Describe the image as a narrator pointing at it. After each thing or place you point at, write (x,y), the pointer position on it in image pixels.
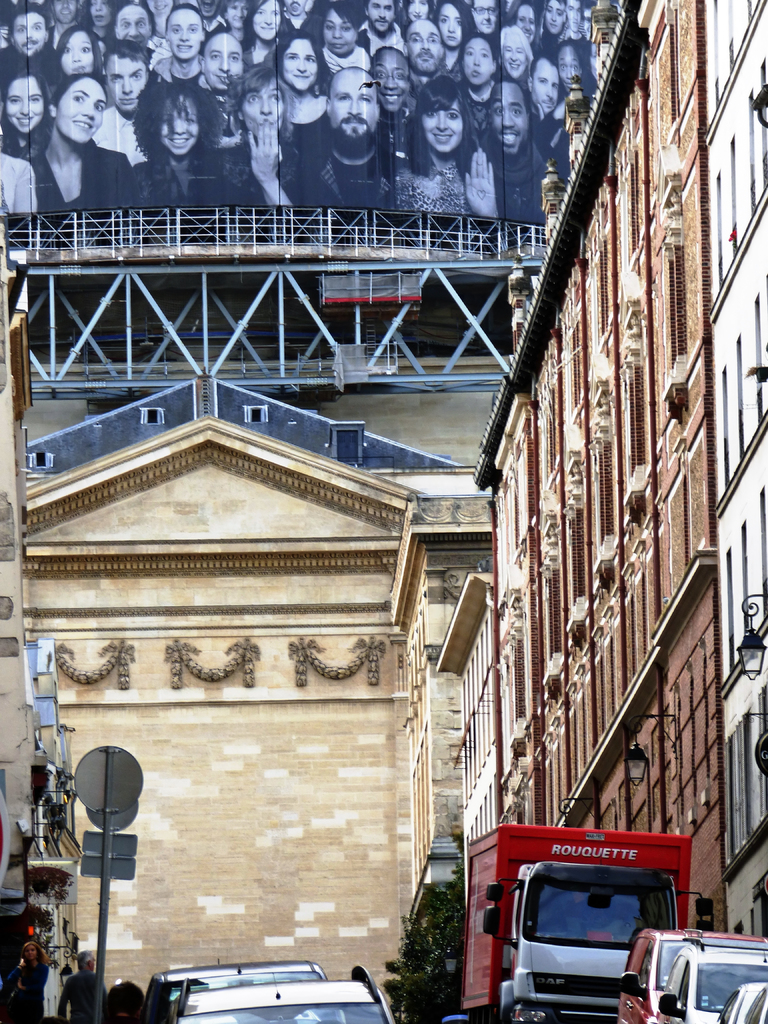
In this image, there are some cars (376,996) and there is a red color truck (500,945), at the left side (104,926) there are some sign boards (101,816) and there are some people (94,1018) walking, at the background (498,709) there is a building (434,616).
